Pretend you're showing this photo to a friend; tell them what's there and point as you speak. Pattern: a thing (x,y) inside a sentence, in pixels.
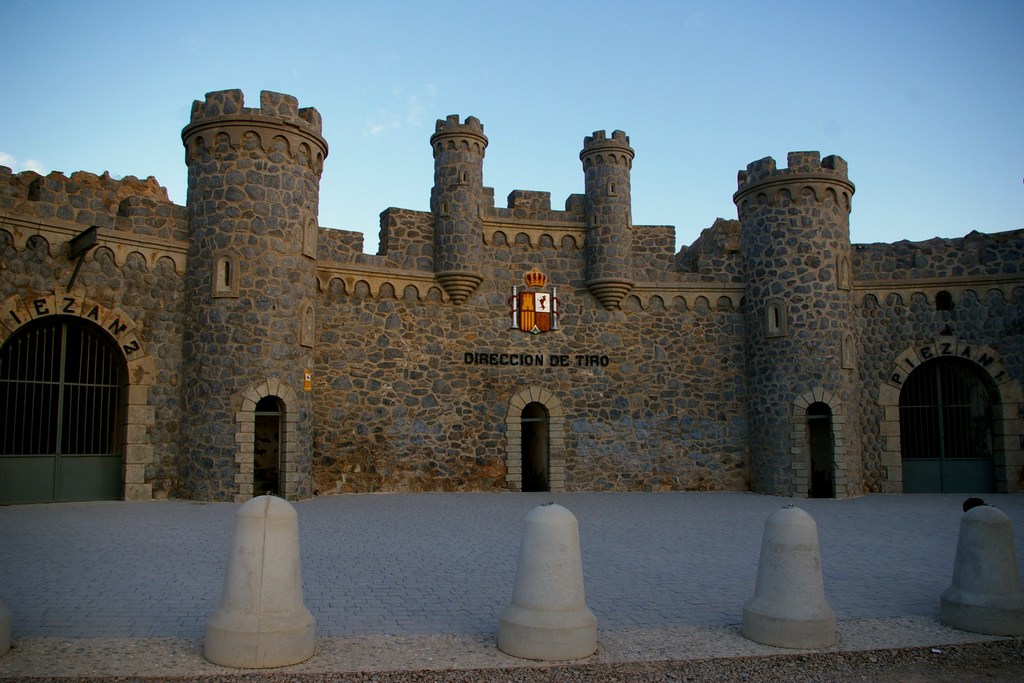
In this image we can see a stone building (665,330), there are windows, there is a gate (935,404), there is sky (378,36) at the top (596,73).
